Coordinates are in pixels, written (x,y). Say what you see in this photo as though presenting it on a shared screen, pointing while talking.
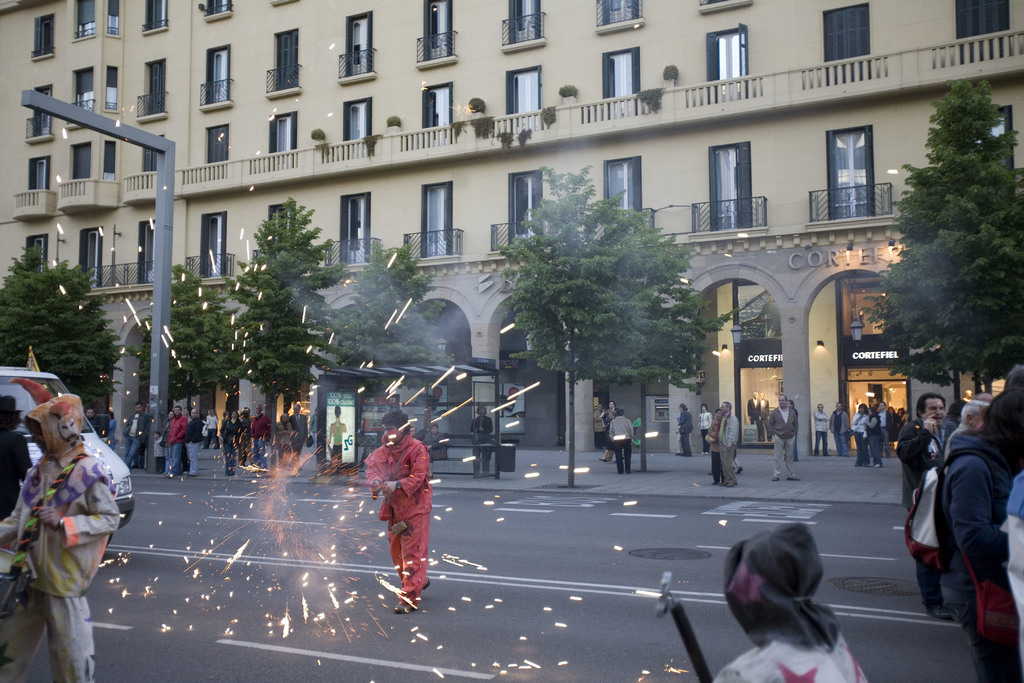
In this image we can see a person (426,527) on the road (502,571). There is fire work (296,511). Also there is a vehicle (112,458). And we can see many people (46,434). In the back (349,321) there are trees (254,318). Also there is a building (444,100) with doors (612,95), balconies (533,112), railings (517,121) and arches (815,280). On the building (827,263) there is a name (864,265). Also we can see a pole (168,250).
